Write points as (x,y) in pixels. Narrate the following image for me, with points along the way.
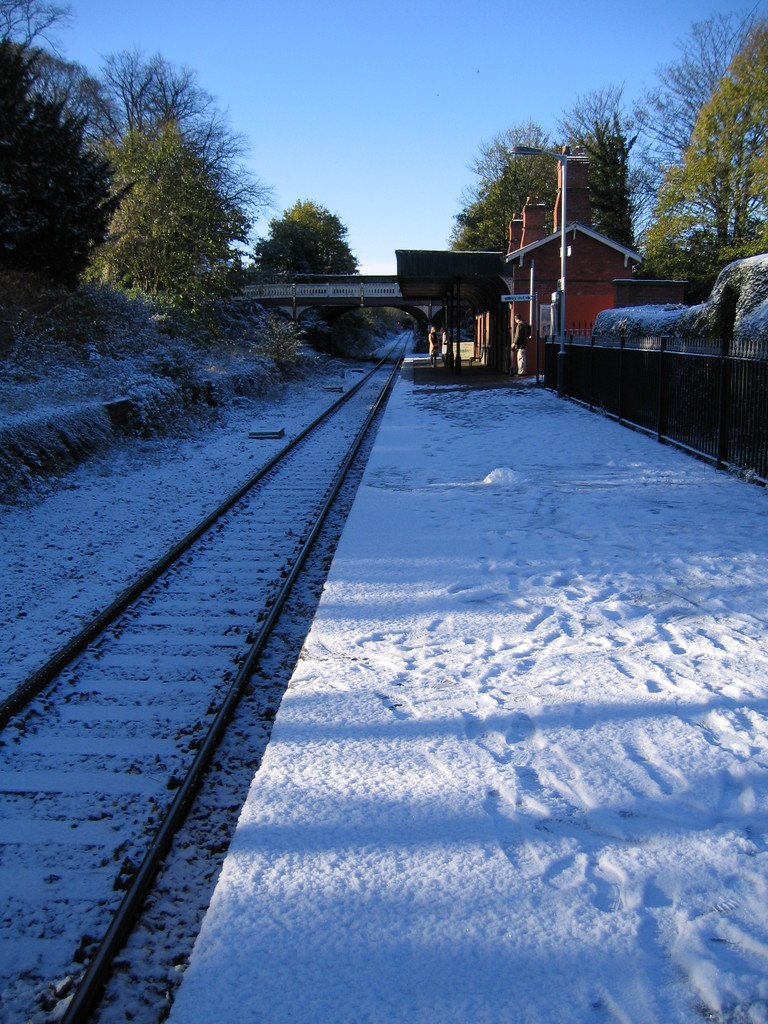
In this picture I can see the snow (481,785) at the bottom (676,782), on the left side (246,667) there is a railway track (303,613), there are trees (756,171) on either side of this image. In the background (570,310) it looks like a bridge (351,286) and there is a room (544,310). At the top (409,125) there is the sky (403,124).
